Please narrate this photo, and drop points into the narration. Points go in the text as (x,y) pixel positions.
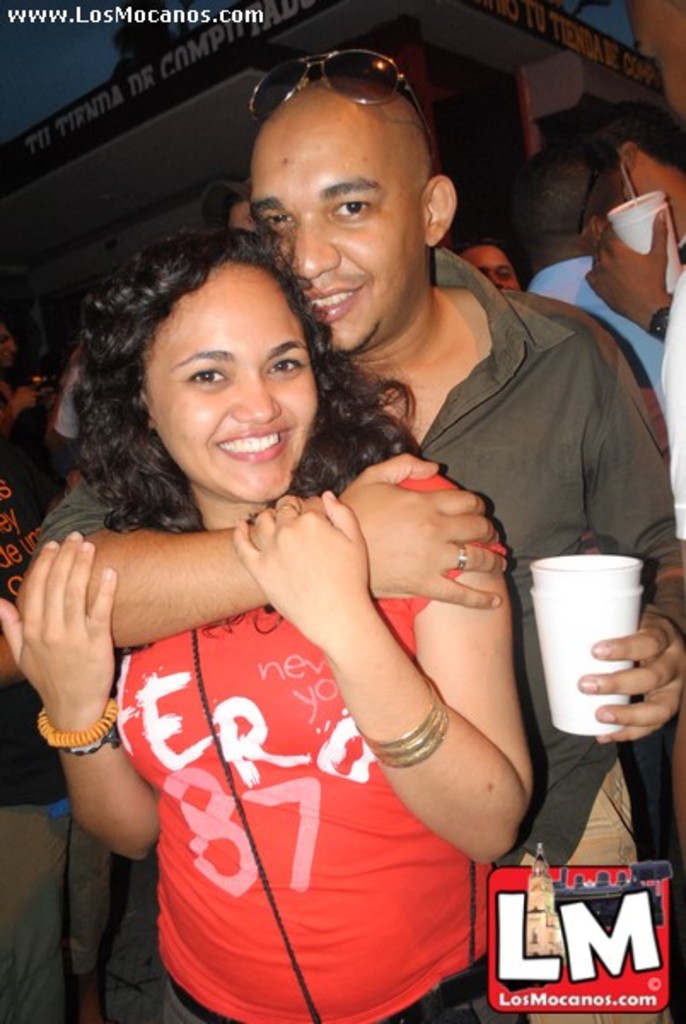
In this image I can see two persons (256,474) are standing in the front (263,349) and on their faces (304,345) I can see smile. I can see one of them is holding a glass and on his head (388,100) I can see a black colour shades (409,100). In the background (20,479) I can see few more people (7,717) are standing and on the right side of this image (602,131) I can see one person (642,187) is holding a glass (630,225). On the top left side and on the bottom right corner of this image (568,877) I can see few watermarks (561,941).
